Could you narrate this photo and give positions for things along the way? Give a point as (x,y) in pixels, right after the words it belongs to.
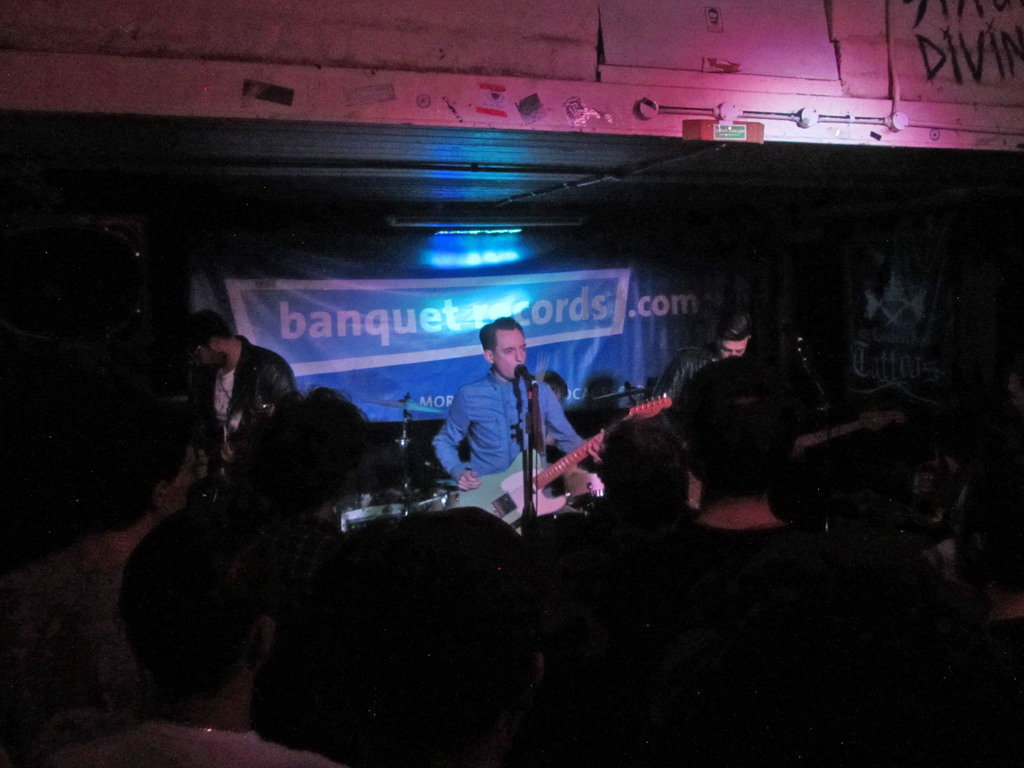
They are playing a musical instrument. we can see in the background (651,348) there is a banner (643,348) and lights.
